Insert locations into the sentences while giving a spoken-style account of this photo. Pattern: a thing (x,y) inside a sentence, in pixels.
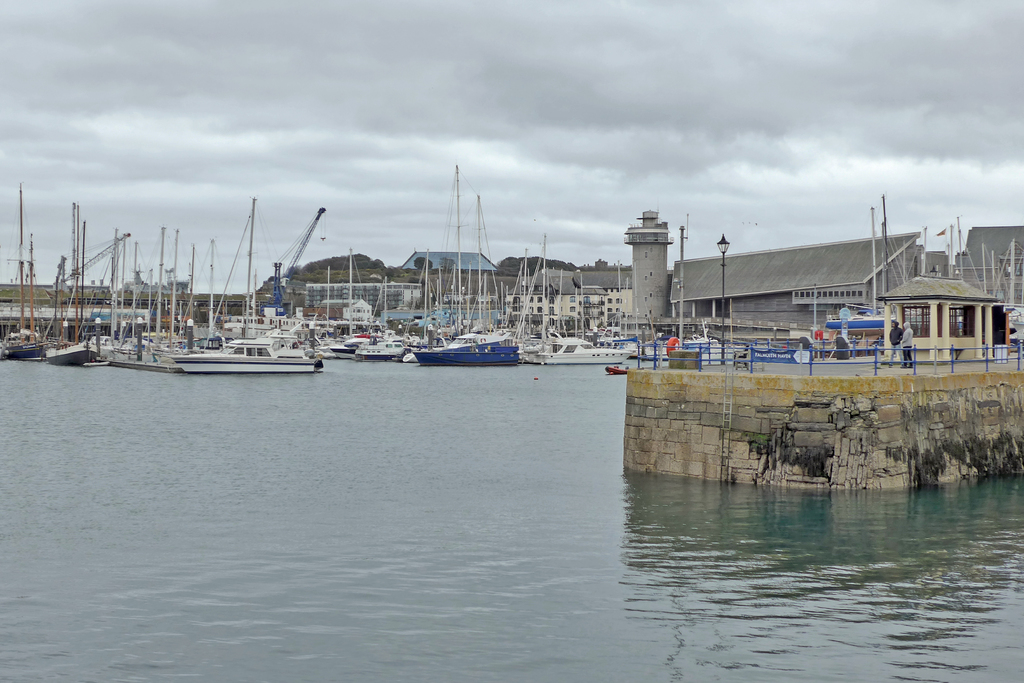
In this image we can see ships (490,355) on the surface of water (245,589). In the background (758,304), we can see buildings (408,287) and trees (463,272). At the top of the image (634,129), we can see the sky (651,117) with clouds (349,95).
